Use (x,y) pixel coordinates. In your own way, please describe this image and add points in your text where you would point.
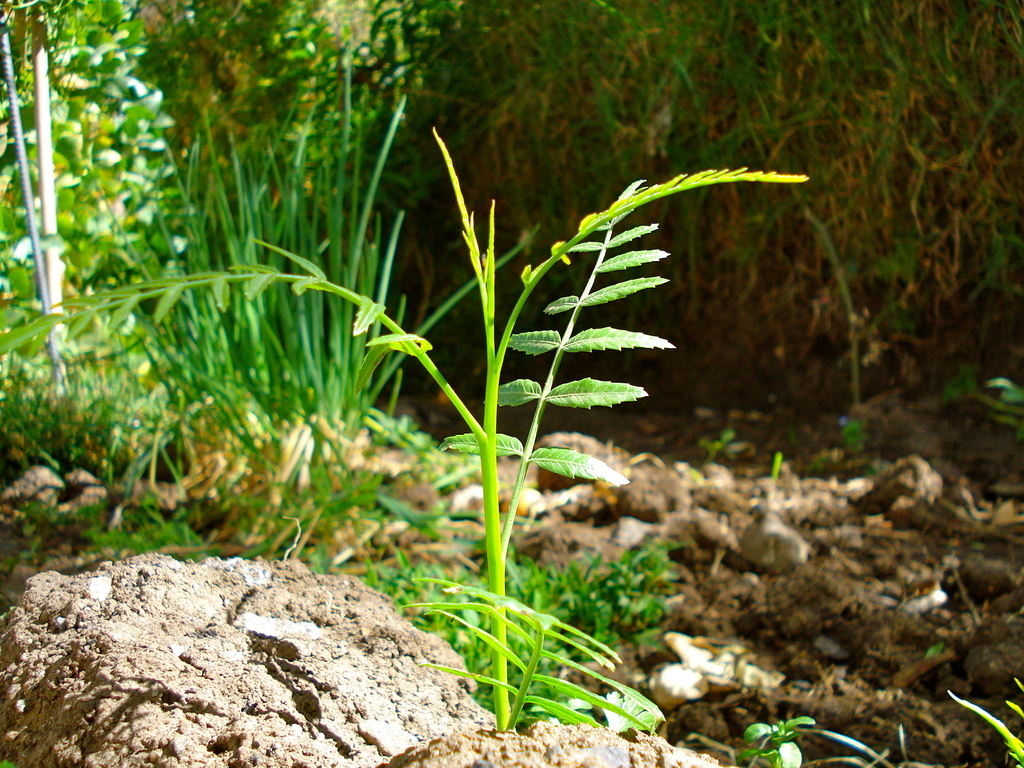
In the center of the image (592,455) we can see a plant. In the background (524,222), we can see the grass (432,620) and soil (193,669).
